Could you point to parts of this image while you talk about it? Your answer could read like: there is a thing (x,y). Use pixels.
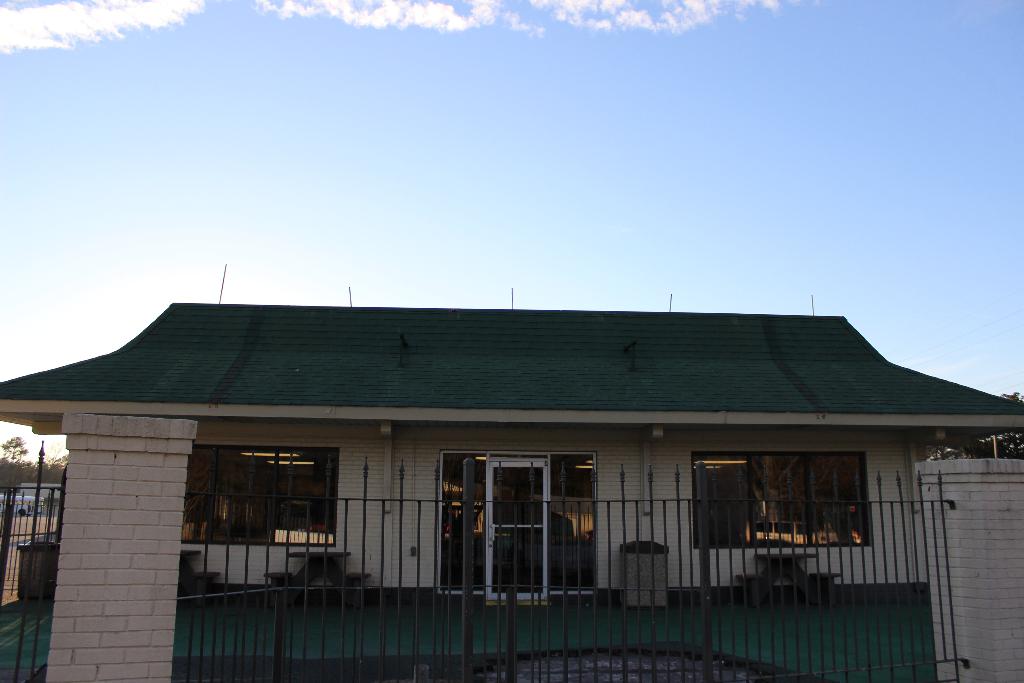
In the picture I can see the fence (465,526), pillars (967,520), house (224,403) with glass doors (504,559) and windows (786,509), I can see trees (24,480) and the blue color sky (358,299) with clouds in the background (42,134).
